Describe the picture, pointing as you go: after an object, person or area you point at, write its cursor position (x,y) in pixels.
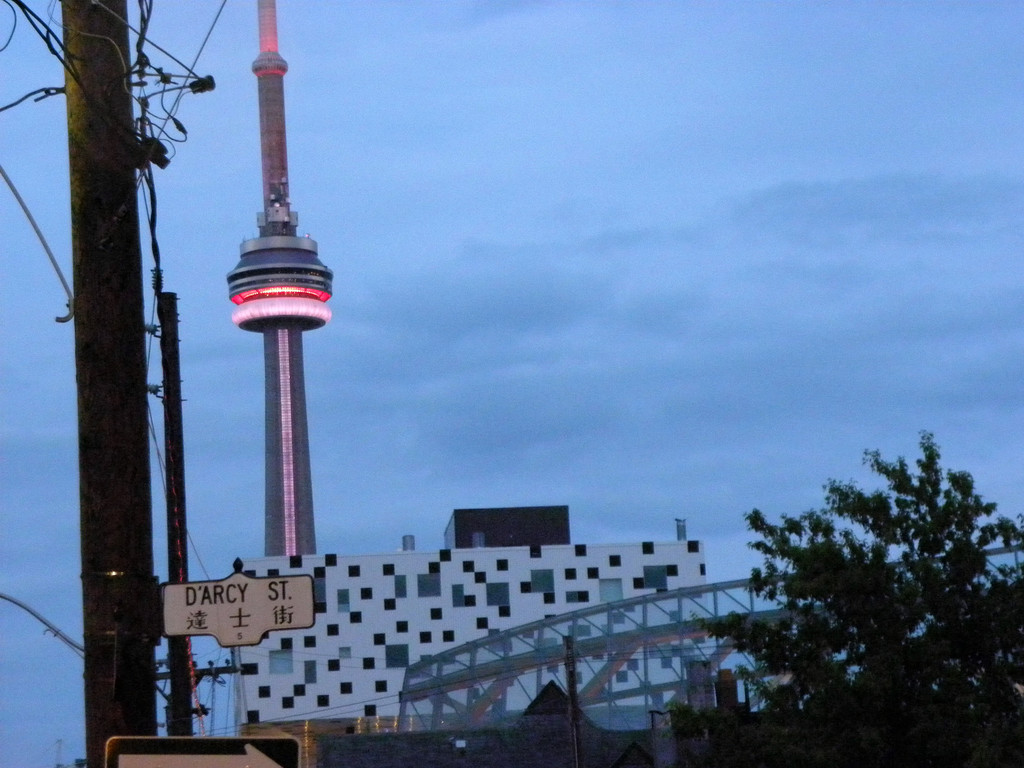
In the image we can see the building (449,647), pole (129,361), tower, electric wires (122,57), trees (864,627) and the cloudy sky (619,362). We can even see the board (248,615) and text (236,621) on it.
